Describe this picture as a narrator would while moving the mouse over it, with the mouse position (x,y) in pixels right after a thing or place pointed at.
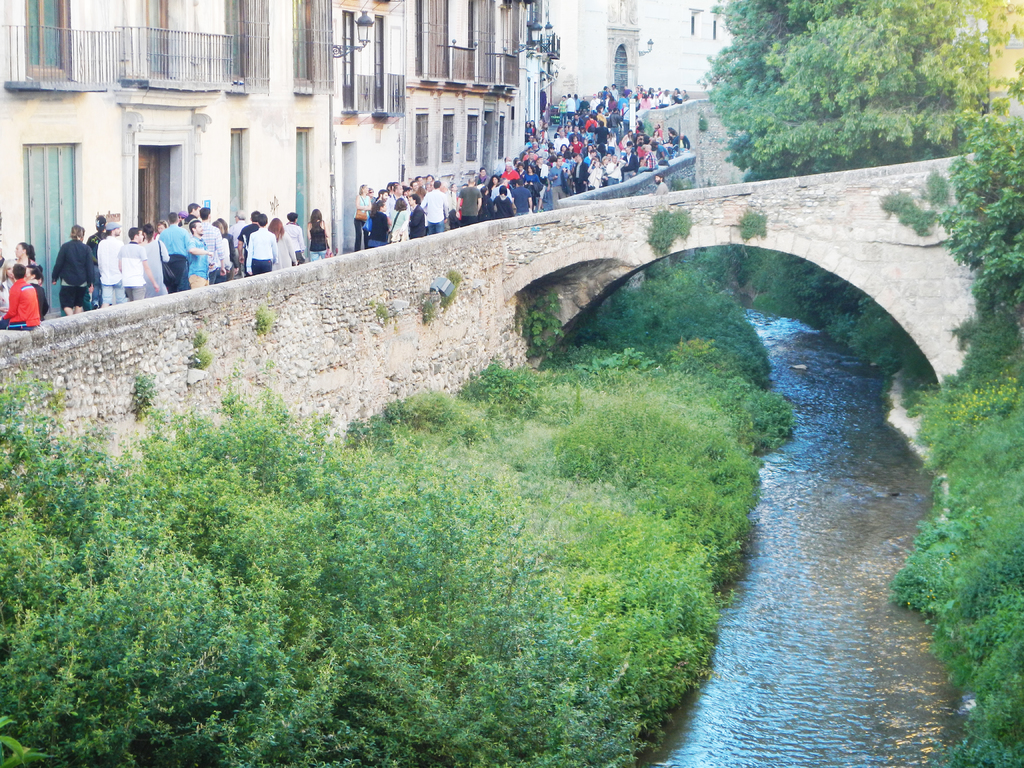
In this image I see number of people (210,222), building (267,153), a bridge (693,219) over here and I see the plants (680,442), water (826,543) and the trees (853,130).
